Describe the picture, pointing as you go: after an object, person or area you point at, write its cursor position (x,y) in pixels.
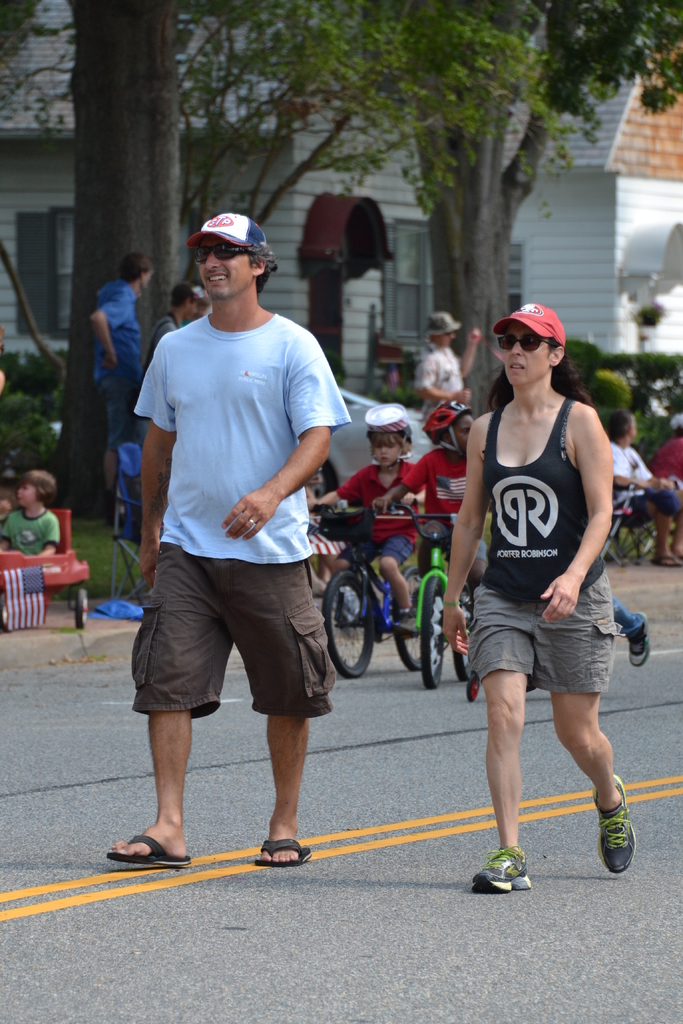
In this image in the foreground (270,558) there are two persons (578,701) who are walking on the road (531,786), and in the background (394,577) there are two boys (391,567) who are sitting on a cycle (355,576) and riding. And in the background (230,106) there are some houses (375,297) and trees (164,295), and there are some people (616,464) who are sitting. At the bottom (150,889) there is a road (358,881).
